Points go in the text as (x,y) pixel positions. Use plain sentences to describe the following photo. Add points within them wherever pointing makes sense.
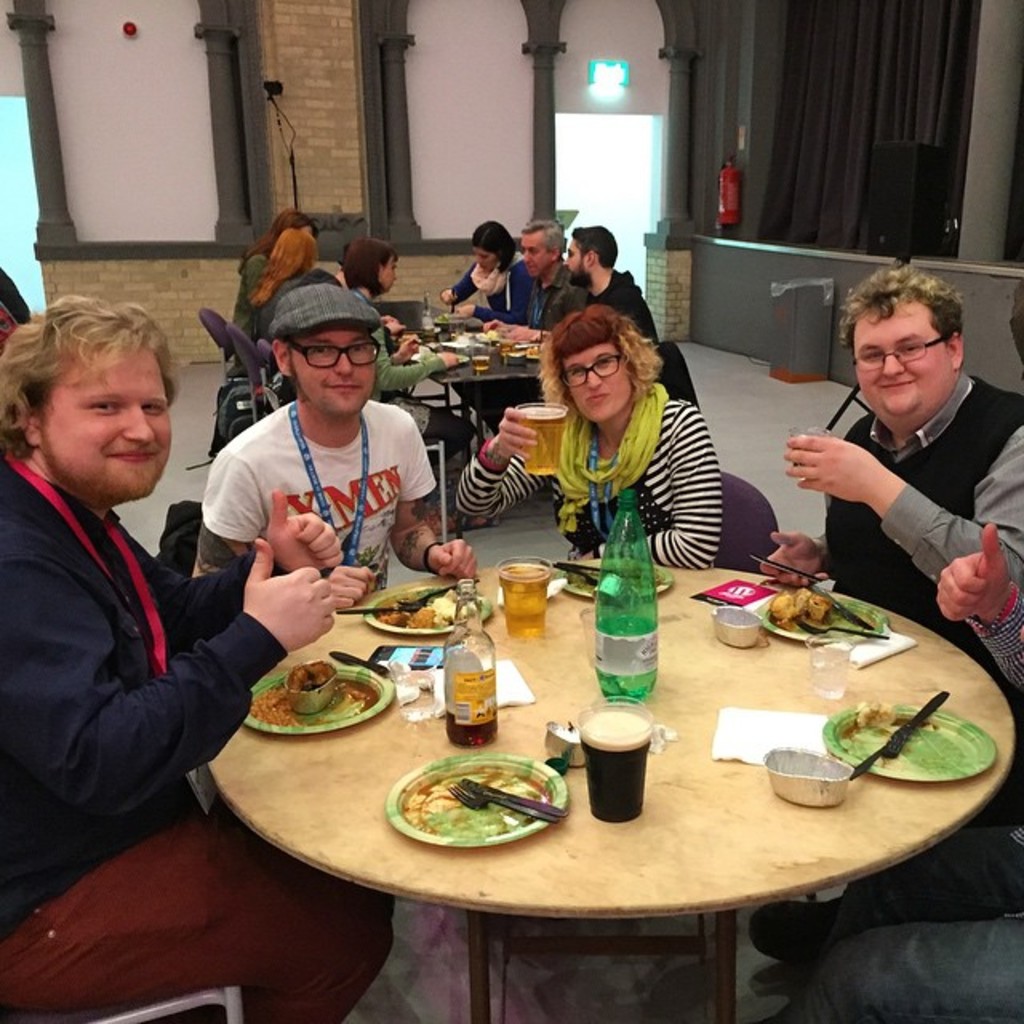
This is a picture taken in a room (992,327), there are a group of people (464,503) sitting on a chair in front of these people (557,390) there is a table (697,792) on the table (661,834) there are glasses (624,771), plate (443,823), fork (478,806), knife (362,664), mobile (408,657), bottle (637,666) and tissues (759,711). Behind the people (307,506) there is a wall (324,103) and a fire extinguisher (734,192).
